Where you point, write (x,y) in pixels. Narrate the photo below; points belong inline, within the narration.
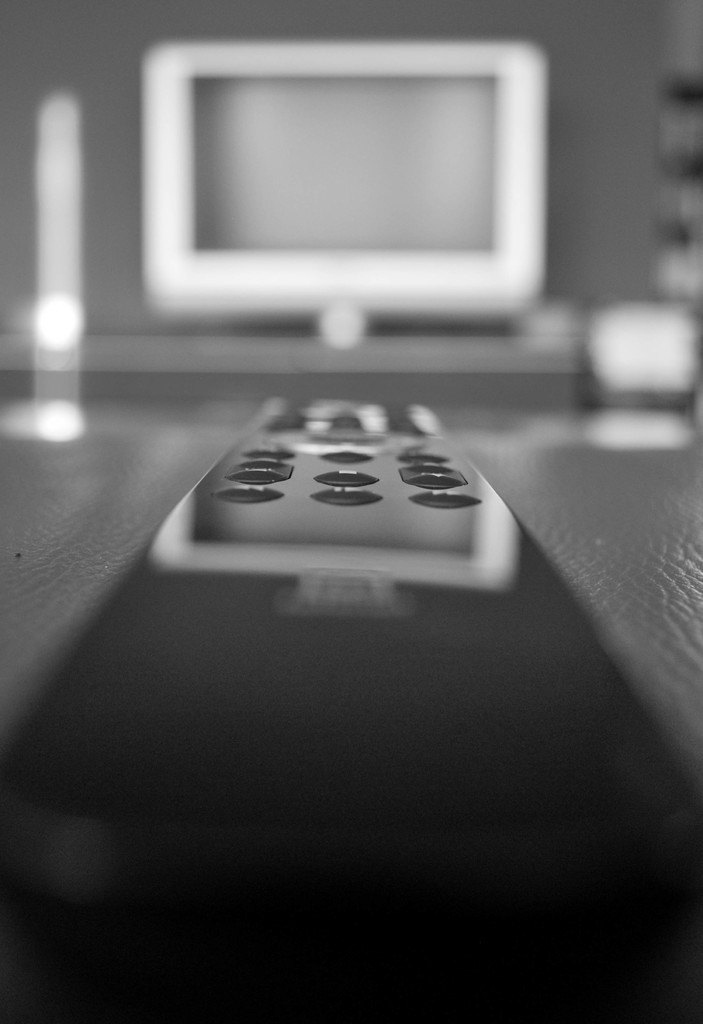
In this picture we can see a remote (256,848) on the platform (664,675) and in the background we can see a monitor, wall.
